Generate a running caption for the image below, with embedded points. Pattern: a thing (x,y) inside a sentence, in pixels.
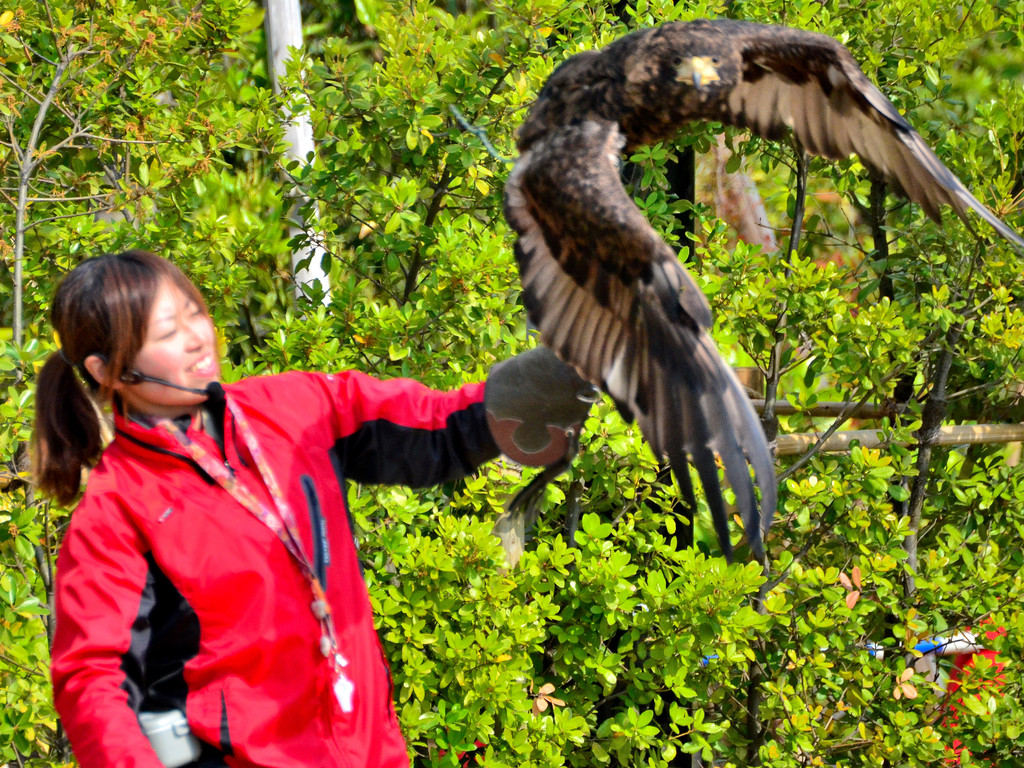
In this image I can see a person (105,313) standing holding a bird (605,195). The person (281,544) is wearing red color jacket (255,549) and the bird (635,287) is in brown and cream color. Background (454,291) I can see trees (141,124) in green color.
